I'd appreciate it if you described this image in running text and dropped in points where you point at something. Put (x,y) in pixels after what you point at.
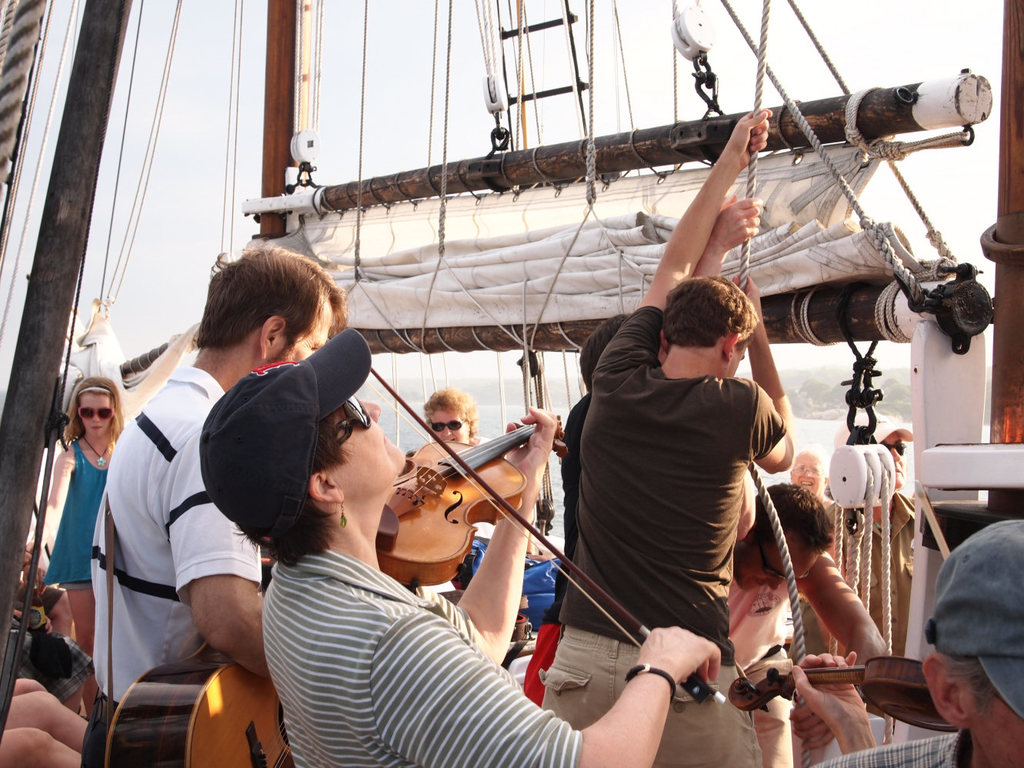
At the top (332,158) we can see sky (607,49). Here we can see ropes (359,153) and rods (643,132) to which curtains (555,239) are folded. Here we can see few persons (732,571) standing and holding this rope (758,99). We can this person (379,511) wearing a cap (295,384) and goggles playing a violin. Aside to this person (325,668) we can see a man (185,599) holding a guitar (196,724).
